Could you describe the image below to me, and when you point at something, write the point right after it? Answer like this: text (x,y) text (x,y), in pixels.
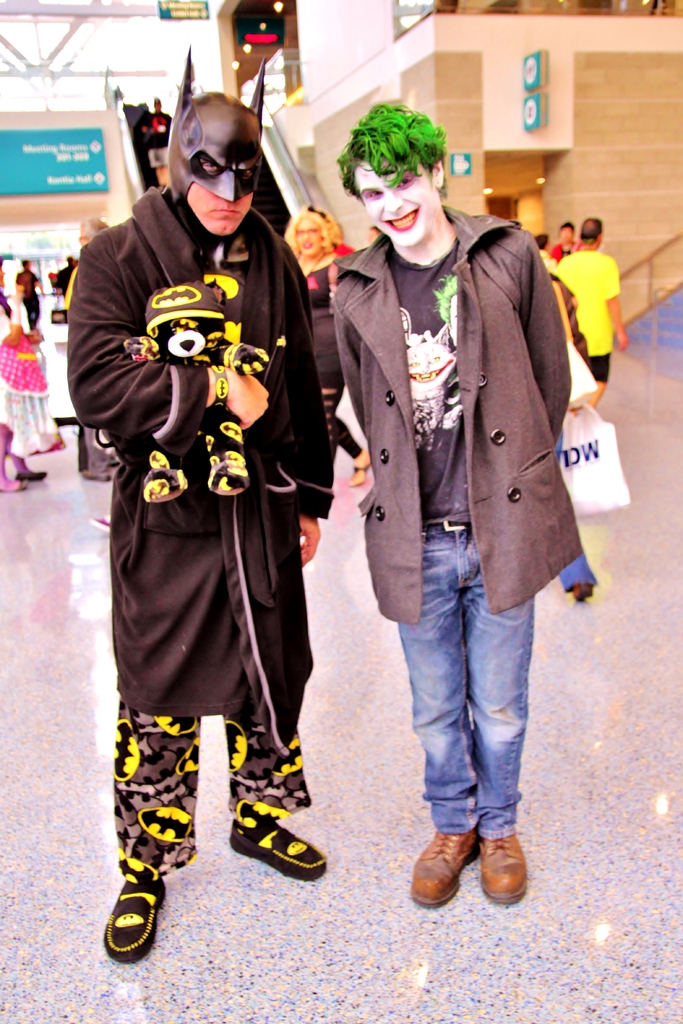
To the left side of the image (199,118) there is a man (112,316) with black jacket (152,545) is standing and holding a toy (180,347) in his hands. And to his face (227,148) there is a batman mask (240,146). Beside him there is a person (450,257) with grey jacket (506,414) and blue jeans (455,657) is standing on the floor (372,855) and there is a joker painting (403,244) to his face (393,235). Behind them there is an escalator (268,207), wall (46,125) with green posters (64,162). And to the top of the image (89,37) to the left side (90,66) there is a roof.
